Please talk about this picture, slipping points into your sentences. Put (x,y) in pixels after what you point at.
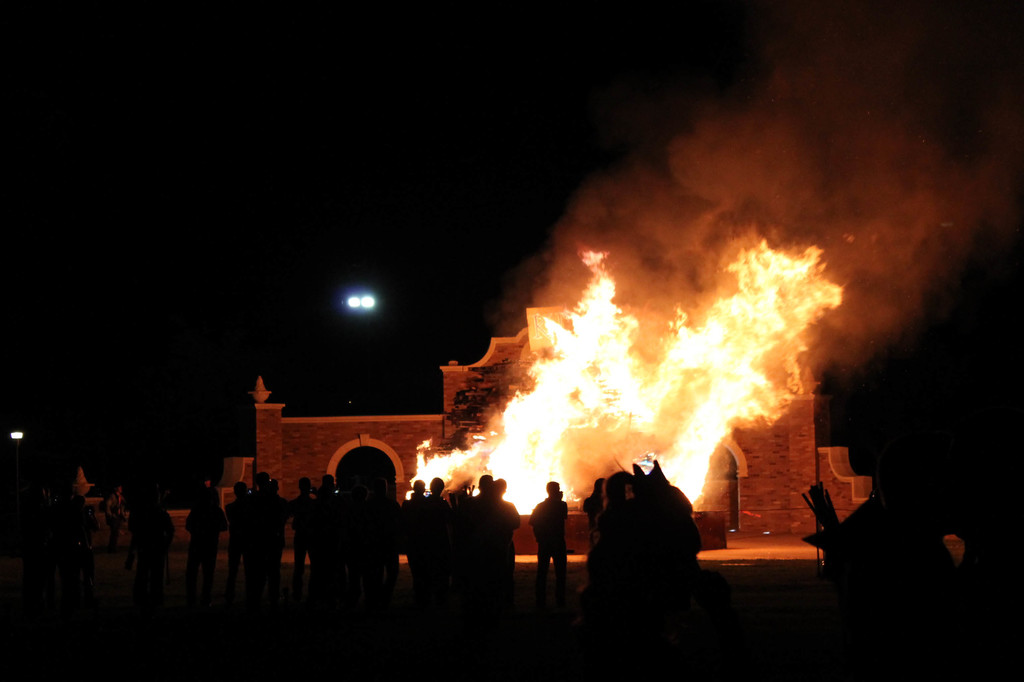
In this image, in the foreground (324,578) there are people (924,558) standing and in the middle (446,450) there is a fire (435,461) burning.
